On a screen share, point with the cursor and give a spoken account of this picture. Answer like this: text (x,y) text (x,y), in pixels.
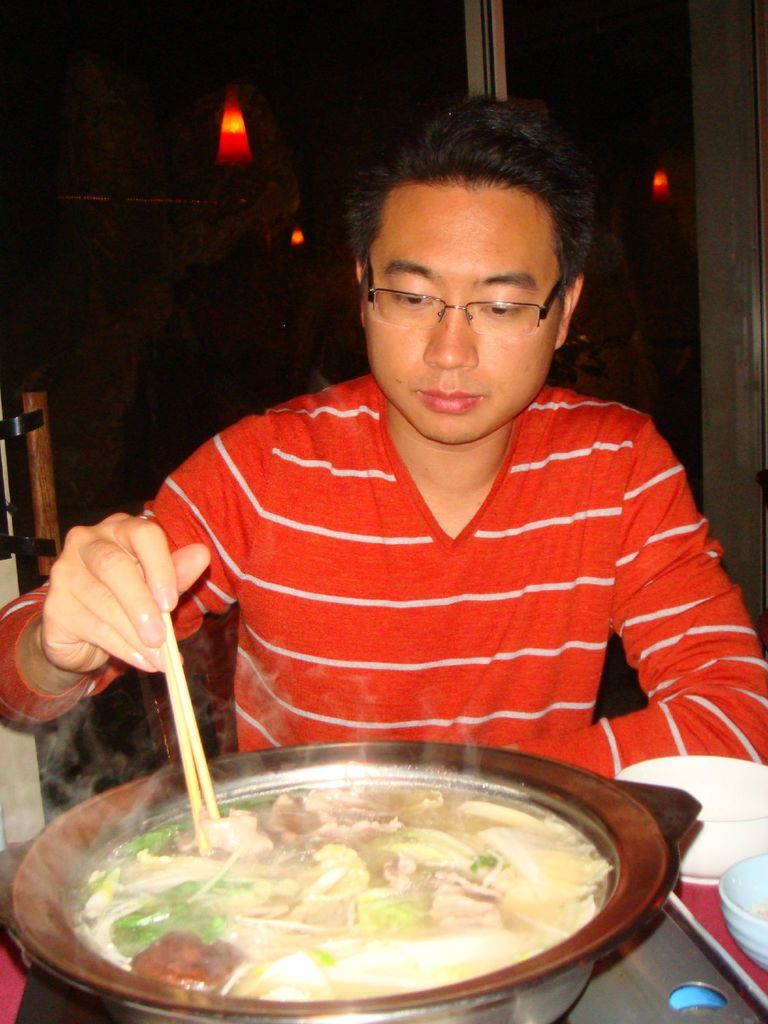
In this image, I see a man (757,749) who is holding the chopsticks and placing them in the bowl (109,848) of food (150,964). In the background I see the lights (665,194).
